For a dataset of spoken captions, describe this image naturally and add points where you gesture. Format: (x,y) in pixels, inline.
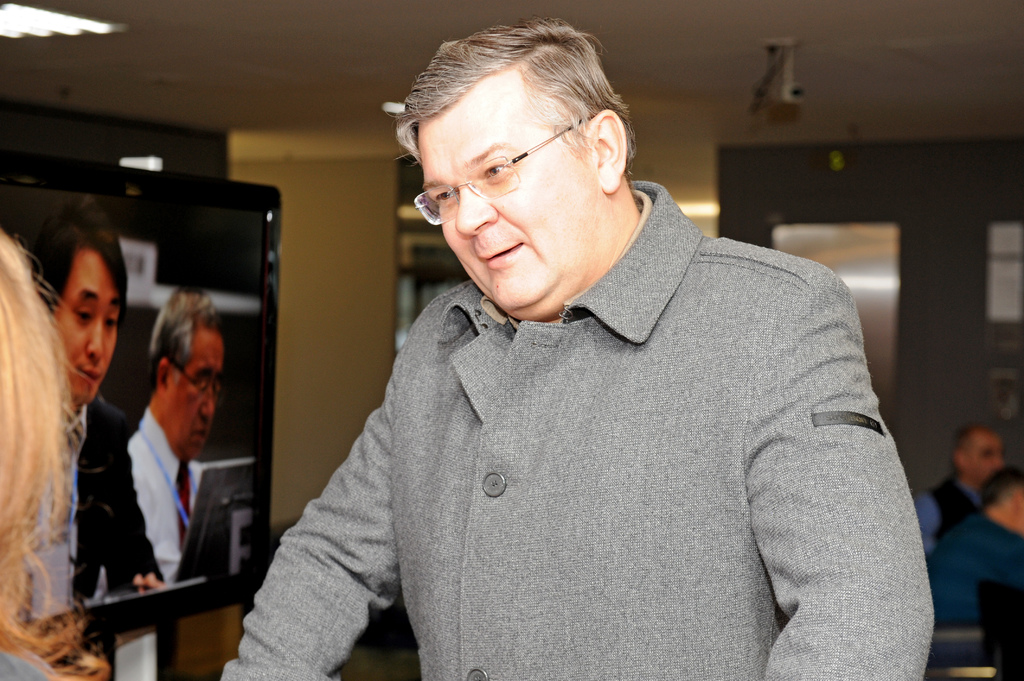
In this image I can see a man (741,355) standing, behind him there is a television (234,529) and other people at the back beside the wall (156,133).
